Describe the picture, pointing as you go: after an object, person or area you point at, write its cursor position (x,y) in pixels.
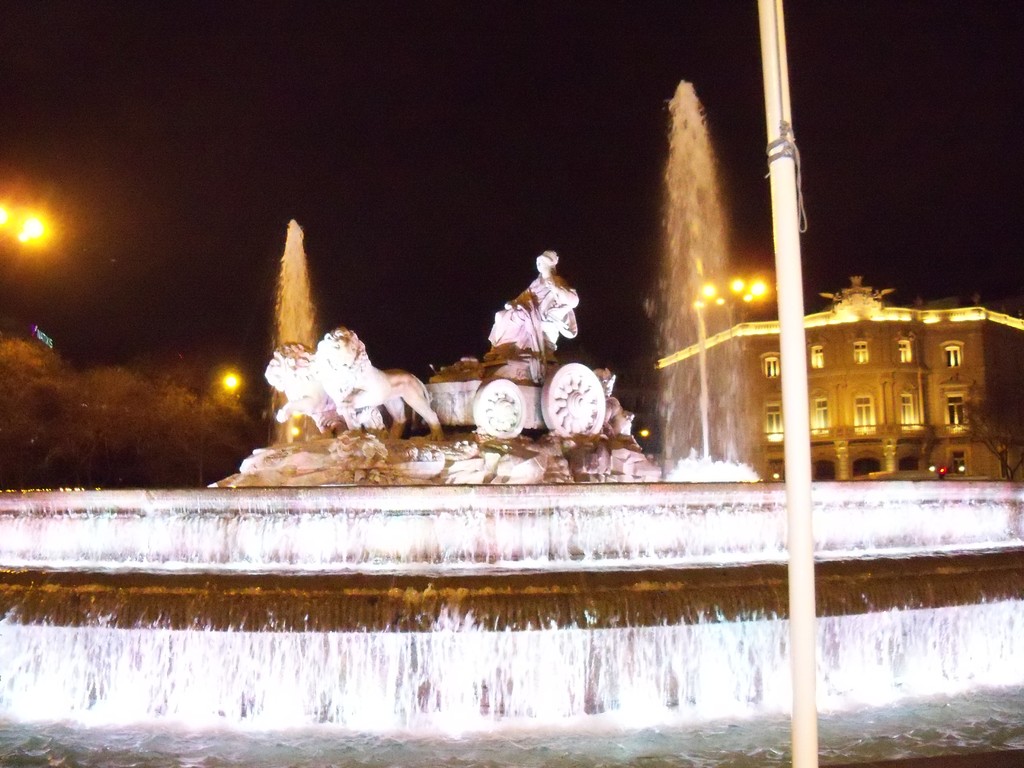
In this image in the front (795,498) there is a pole (794,509). In the center (415,485) there is a water fountain (579,602) and there are statues (473,373) and in the background (132,395) there are trees (115,396), poles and there is a building (867,373).
